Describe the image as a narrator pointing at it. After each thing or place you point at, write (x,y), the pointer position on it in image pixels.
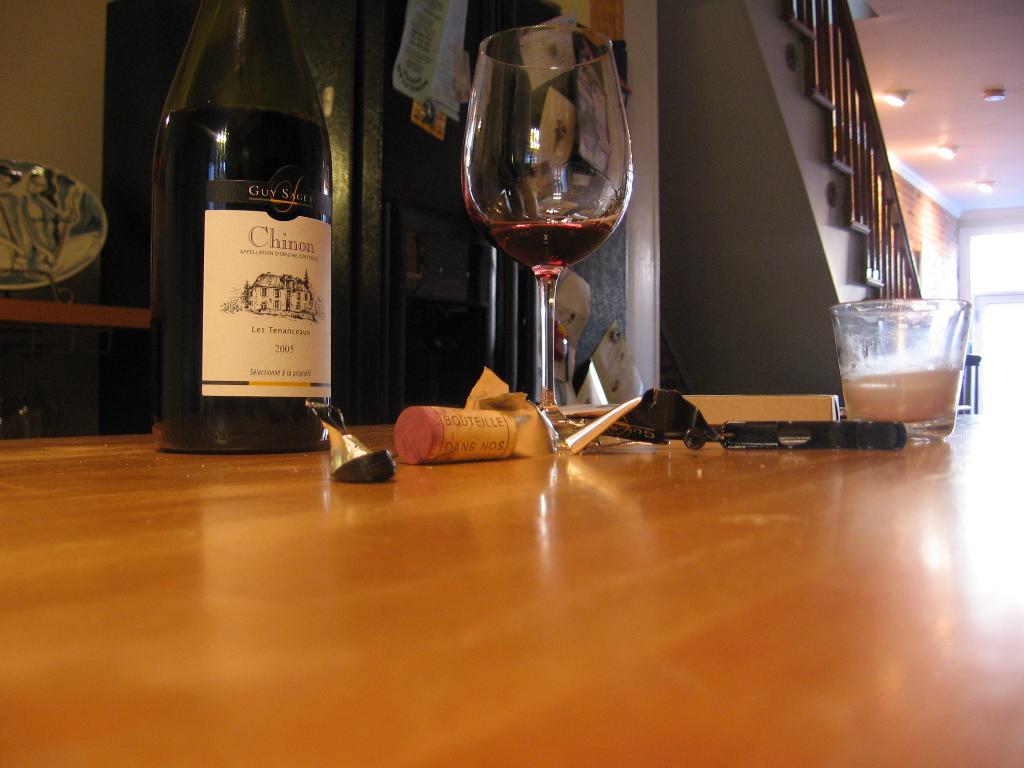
There is a table (502,499) which has a bottle (245,223) and glass (540,221) and some other objects (751,409) on it and there is a staircase (858,221) and a window (989,309) on the right corner (998,308).
